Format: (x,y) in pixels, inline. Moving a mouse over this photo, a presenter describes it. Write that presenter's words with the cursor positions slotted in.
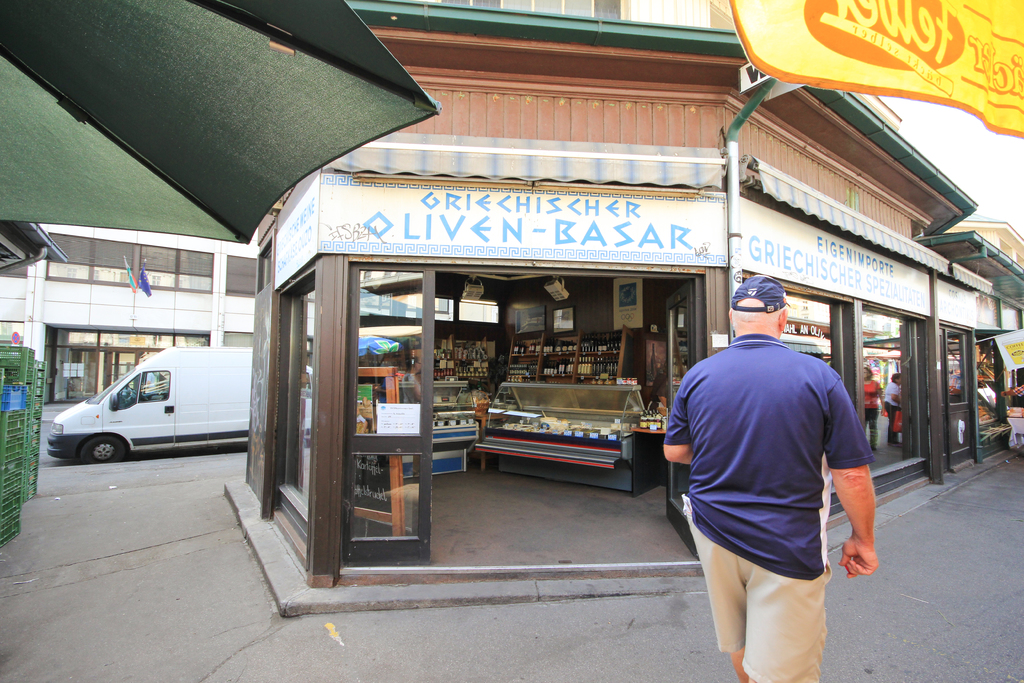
In this image, we can see some buildings (961,268) and a store (523,508). We can see some shelves (541,378) with objects (510,368). We can also see some boards (834,285) with text (752,254). We can see a person (871,459) and a vehicle (117,443). We can see some glass (898,359) with the reflection (892,389) of a few people (896,435). We can see the ground (946,619) with some objects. We can also see some objects (7,351) on the left (20,346). We can see the shed (103,99) and the sky (958,113).
